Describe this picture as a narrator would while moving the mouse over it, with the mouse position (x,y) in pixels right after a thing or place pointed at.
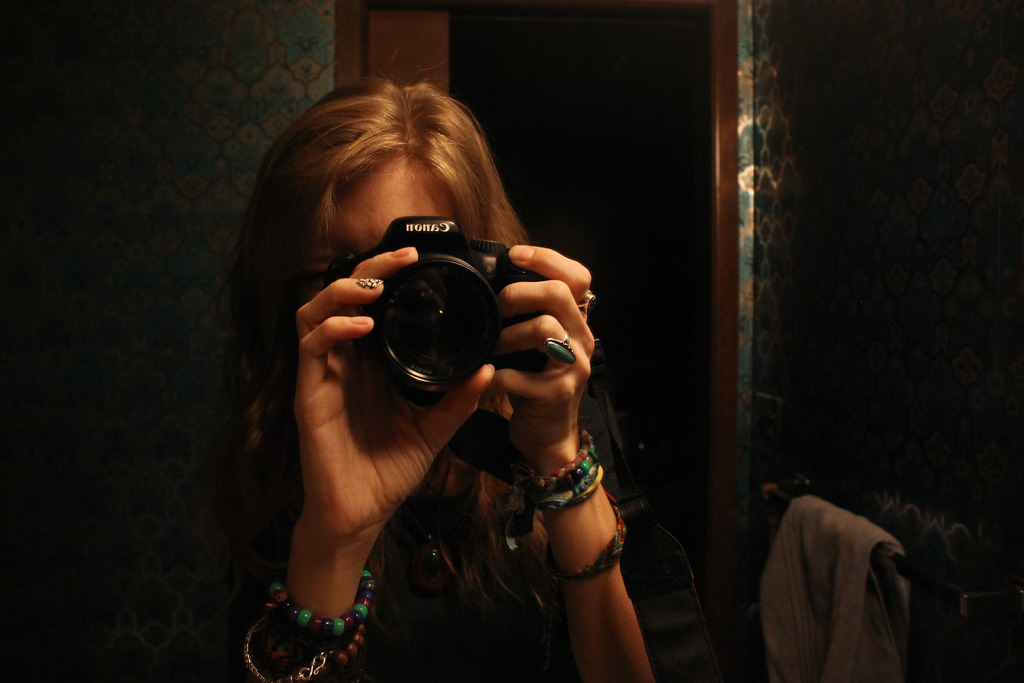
In this picture there is a girl (550,404) holding a canon camera (442,361) in the hand (349,323) and giving a pose into the camera (459,371). Behind there is a dark patterned wall (196,74) and doorway (597,64).
